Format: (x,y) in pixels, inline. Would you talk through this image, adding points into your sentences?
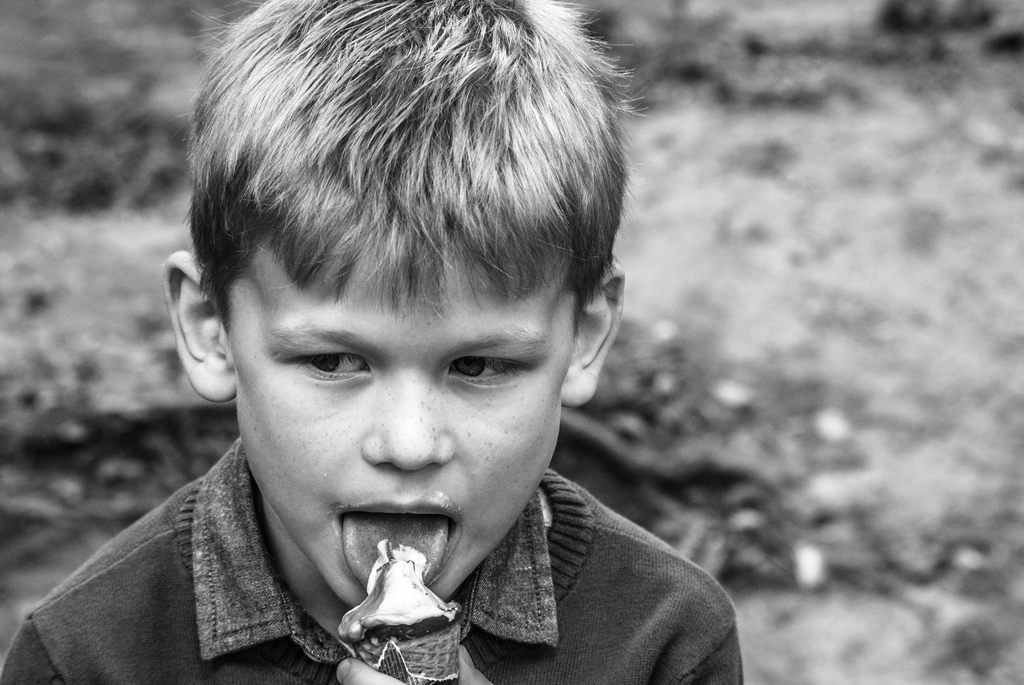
As we can see in the image in the front (456,233) there is a boy (452,354) eating ice cream (415,596) and the background (54,145) is blurred.
